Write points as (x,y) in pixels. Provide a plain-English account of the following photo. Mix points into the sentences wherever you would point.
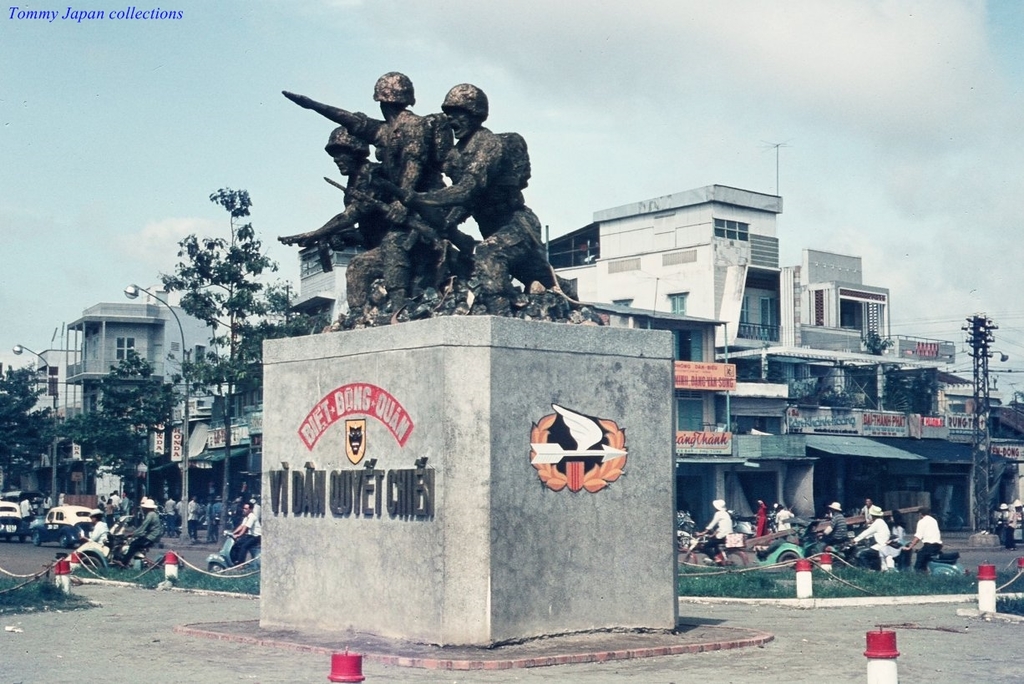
In this image, we can see a statue (487,228) on the pillar (499,324). On the pillar (481,330) we can see text (324,477) and logos (594,478). At the bottom of the image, we can see poles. In the background (931,474), we can see poles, ropes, plants (2,597), people (837,509), buildings (886,447), boards (1006,458), street lights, banners (952,426), trees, few objects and the sky (599,175). Few people (133,551) riding vehicles (121,557) on the road (1006,566). In the top left corner (90,10), there is a watermark (113,15) in the image.
